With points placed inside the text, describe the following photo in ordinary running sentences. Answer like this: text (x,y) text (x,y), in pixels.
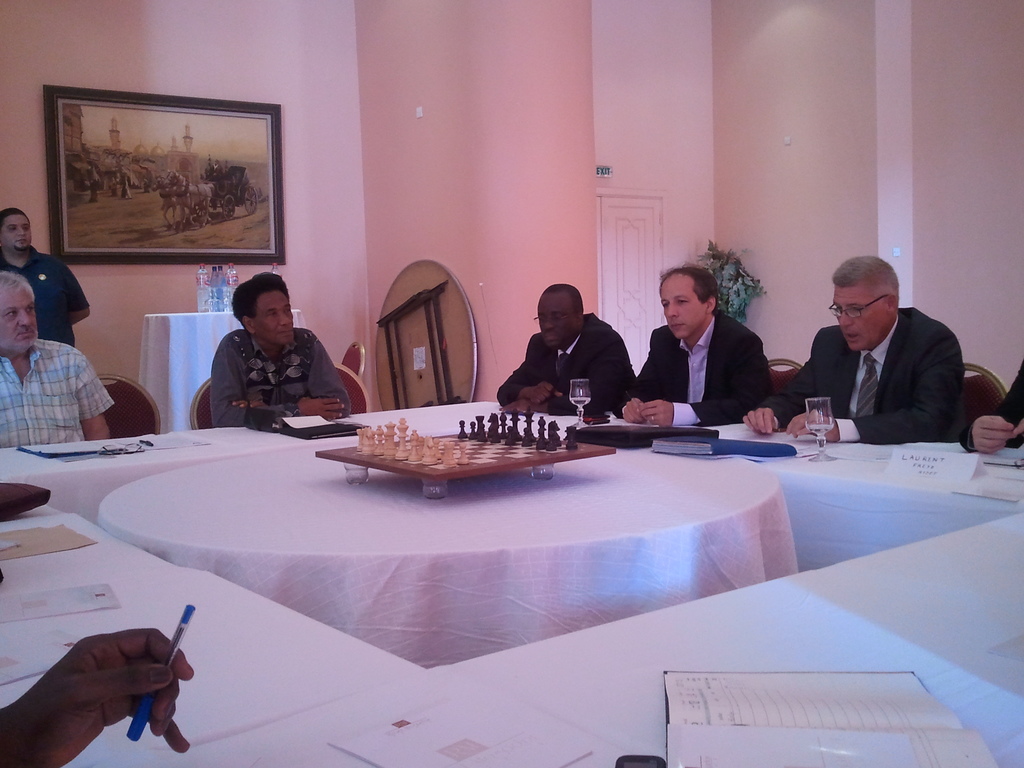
In this image we can see some persons (928,433), glasses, chess board (472,444) with coins (395,449), tables (726,473), chairs (978,412) and other objects (143,442). In the background of the image (526,119) there is a wall (290,153), frame (266,257), table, bottles (205,280), door (657,291), plant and other objects (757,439). At the bottom of the image (56,731) there are books (724,709), a person's hand (118,651) and other objects (145,731) on the table (608,690).
